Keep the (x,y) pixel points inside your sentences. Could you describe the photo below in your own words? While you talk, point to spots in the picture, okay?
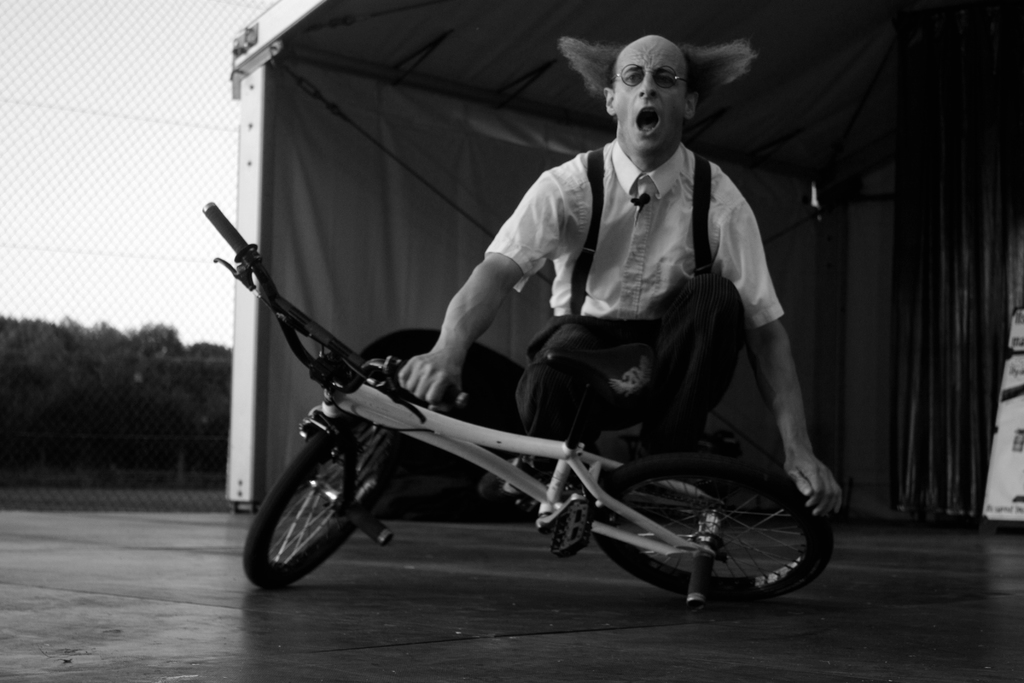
This is a black and white image, where the person (662,366) is at the center of the image (680,337). He is wearing a white color shirt (558,274) and black color pant (536,408). He is holding a bicycle (287,468). At the background of the image (175,24) there is a fencing (171,249) and there are many trees (144,404).
